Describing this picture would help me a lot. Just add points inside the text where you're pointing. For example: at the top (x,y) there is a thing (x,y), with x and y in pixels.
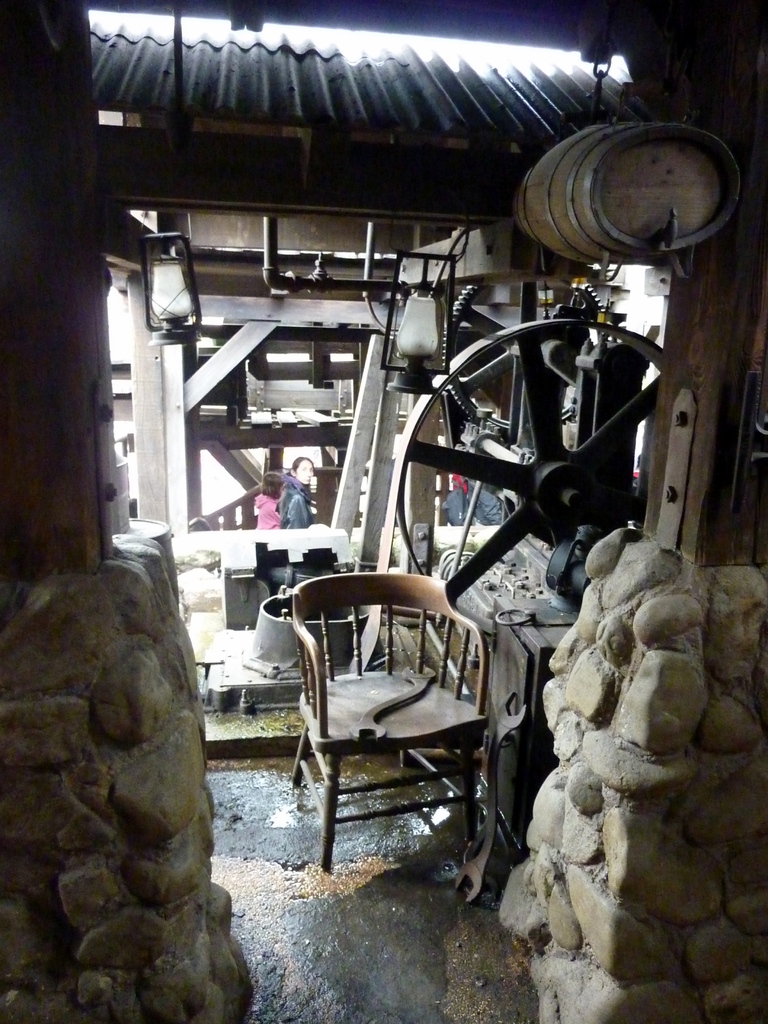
This picture shows a machine (609,347) we see a chair (372,693) and a woman (297,519) and a girl (278,480) standing.
